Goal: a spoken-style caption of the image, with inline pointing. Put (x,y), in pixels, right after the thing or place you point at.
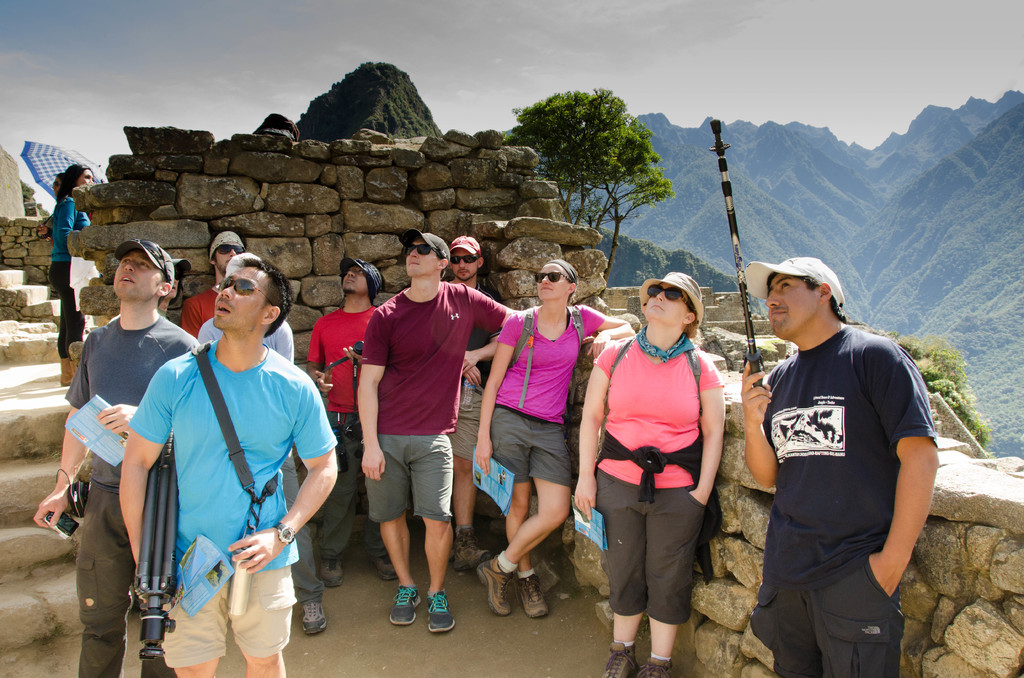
In the center of the image (646,426) we can see many persons (388,426) standing on the ground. In the background (134,234) we can see bricks (95,235), person (71,226) holding umbrella (40,180), fort (760,335), hills (778,238), sky (553,48) and clouds (572,48).
